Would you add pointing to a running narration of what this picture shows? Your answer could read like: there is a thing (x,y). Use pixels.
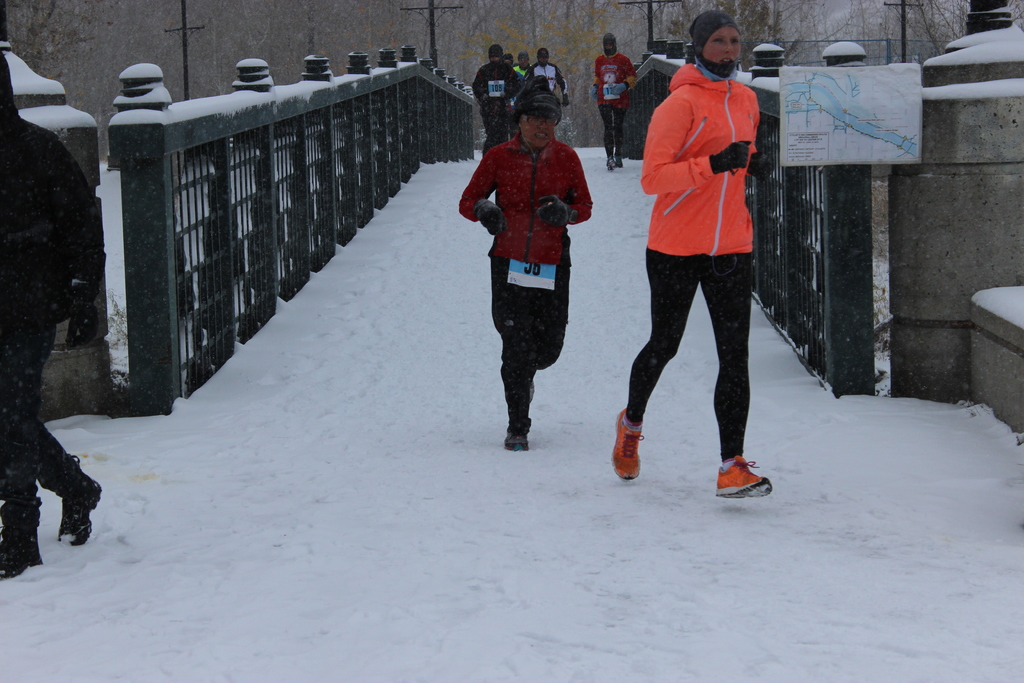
In this image there are group of people (574,208) running on the snow (550,446), there is a map (873,162), and in the background (517,14) there are trees (327,13), poles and a bridge (758,214).
